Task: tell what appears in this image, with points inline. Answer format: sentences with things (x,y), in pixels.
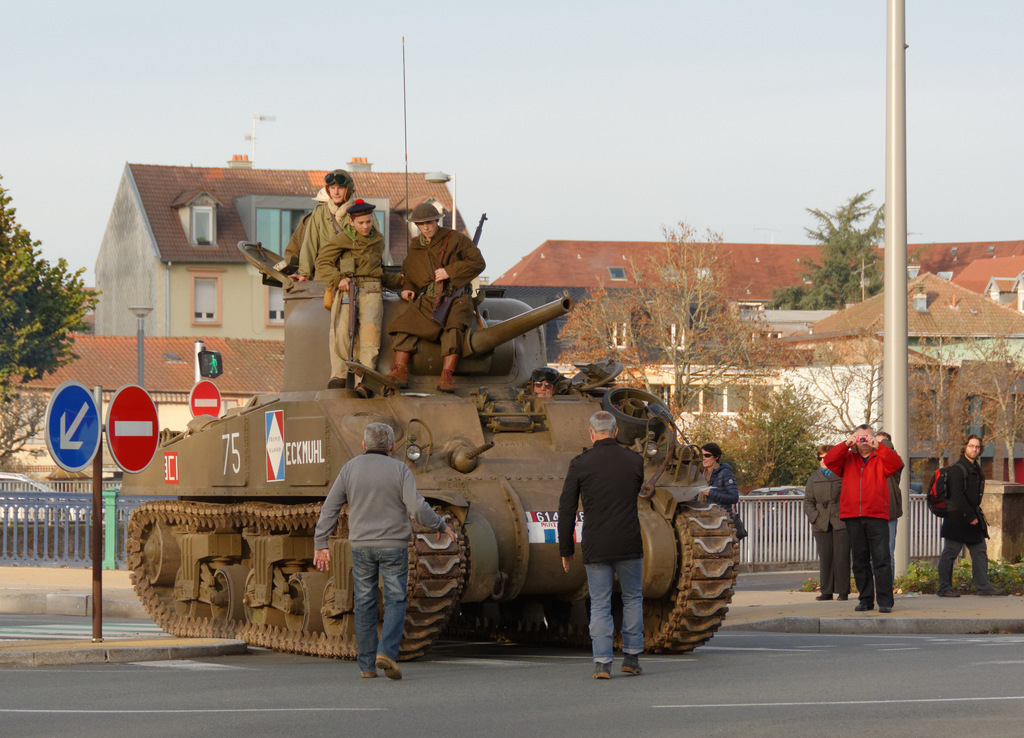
At the bottom of this image (319,572), there are persons (394,560) and a vehicle (496,468) on a road (486,700) on which there are persons (337,174). On the left side (75,412), there are two sign boards (82,410) attached to a pole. On the right side (964,491), there are persons (971,549) on a footpath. In the background (961,414), there are poles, trees (768,342), buildings (768,342), plants (780,426) and there are clouds (697,83) in the sky (118,108).
